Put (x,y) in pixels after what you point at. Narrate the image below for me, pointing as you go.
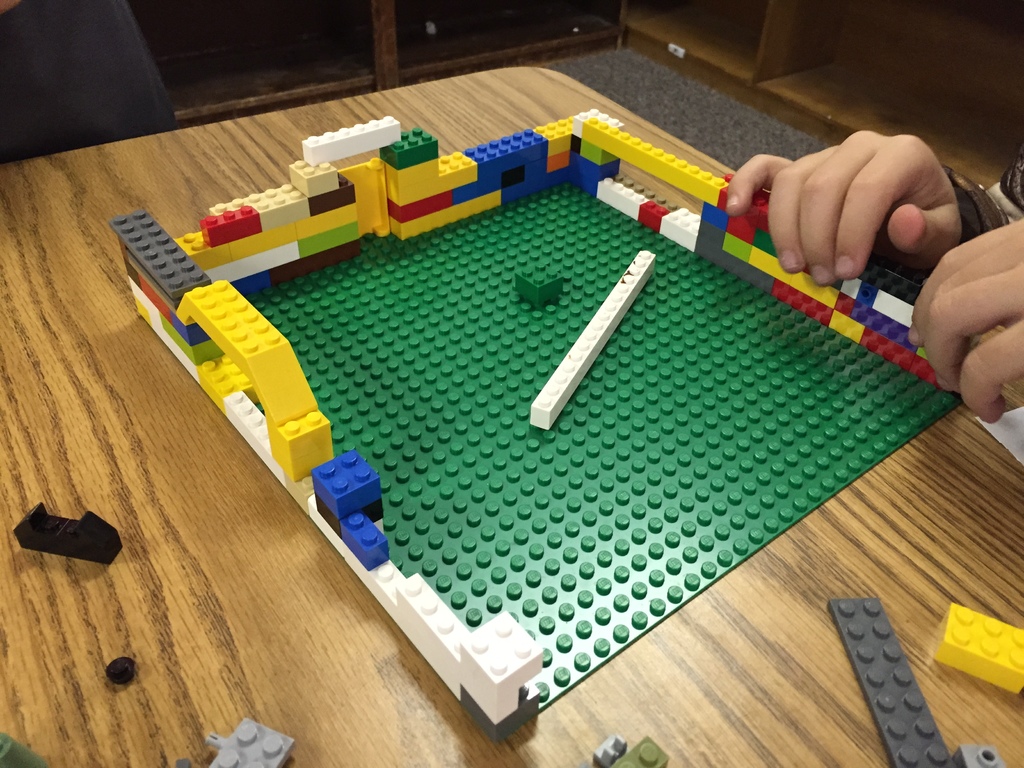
In the center of the image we can see one wooden object (70,354). On the wooden object (330,563), we can see lego (608,503) with different color blocks (591,184). On the right side of the image (947,290), we can see the hands (928,189) of a person (996,311) is holding lego blocks (882,267). In the background (360,72), we can see some objects (604,28).
